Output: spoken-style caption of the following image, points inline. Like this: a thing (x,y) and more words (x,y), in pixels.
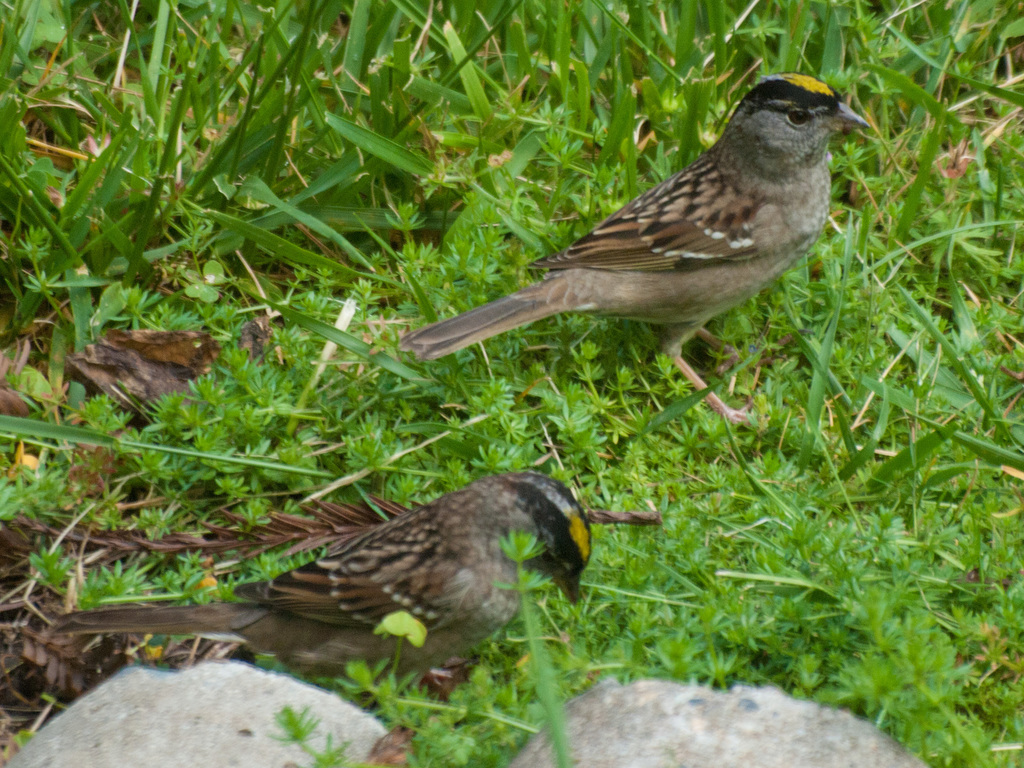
In this picture we can see there are two birds (366,638) on the grass (486,654) and behind the birds (456,516) there are plants (230,99).
